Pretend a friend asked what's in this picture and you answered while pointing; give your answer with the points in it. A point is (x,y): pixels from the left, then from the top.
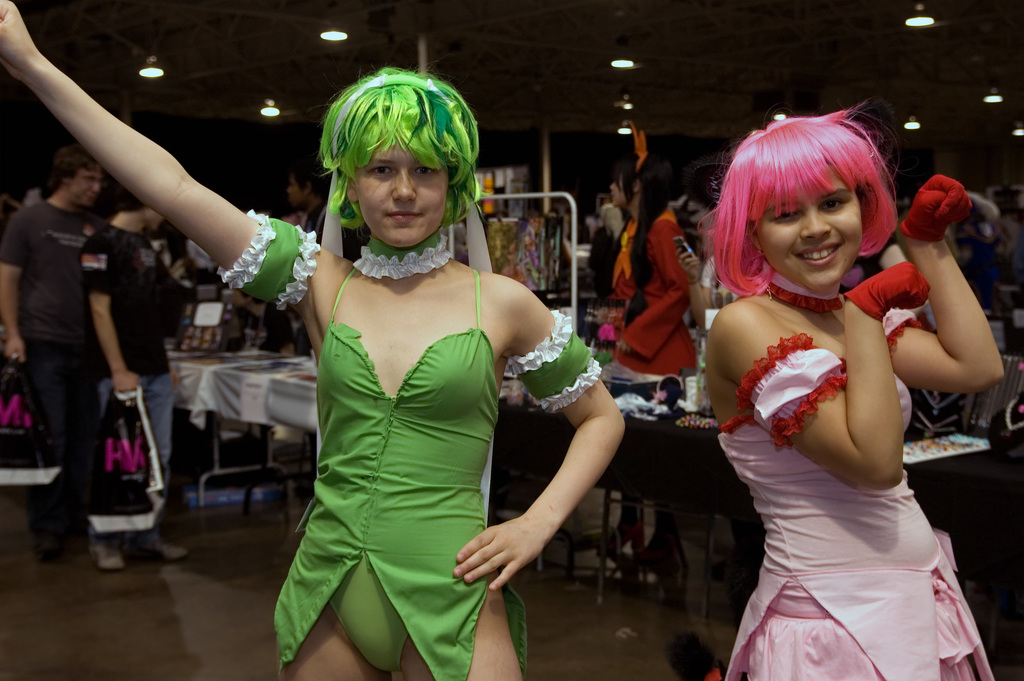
In this image we can see two girls (411,366). One is wearing green color dress (471,459) and the other one is wearing pink color. Behind people (151,364) are there and on table (225,369) things (249,366) are present.
